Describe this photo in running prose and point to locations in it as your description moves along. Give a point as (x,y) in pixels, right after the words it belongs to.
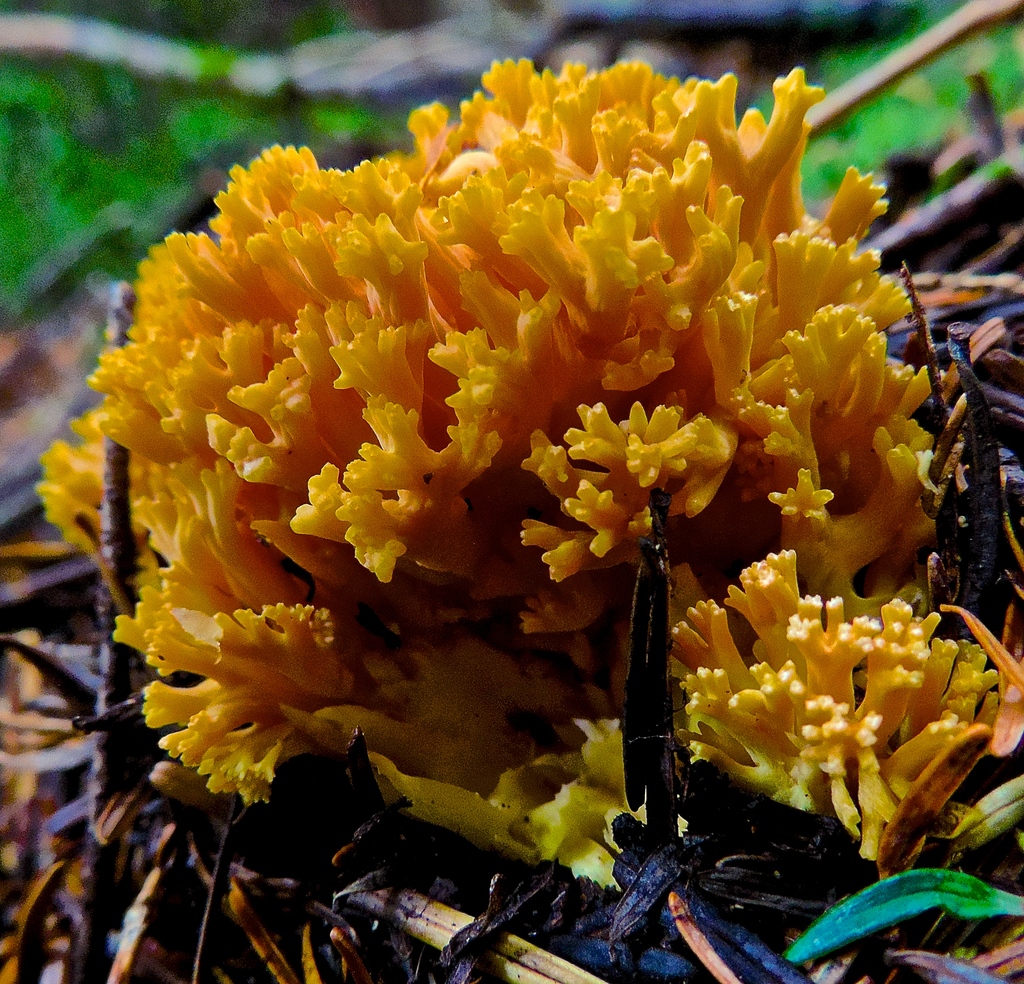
In this picture we can see a fungus (611,558) and leaves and in the background (1012,271) we can see it is blurry.
